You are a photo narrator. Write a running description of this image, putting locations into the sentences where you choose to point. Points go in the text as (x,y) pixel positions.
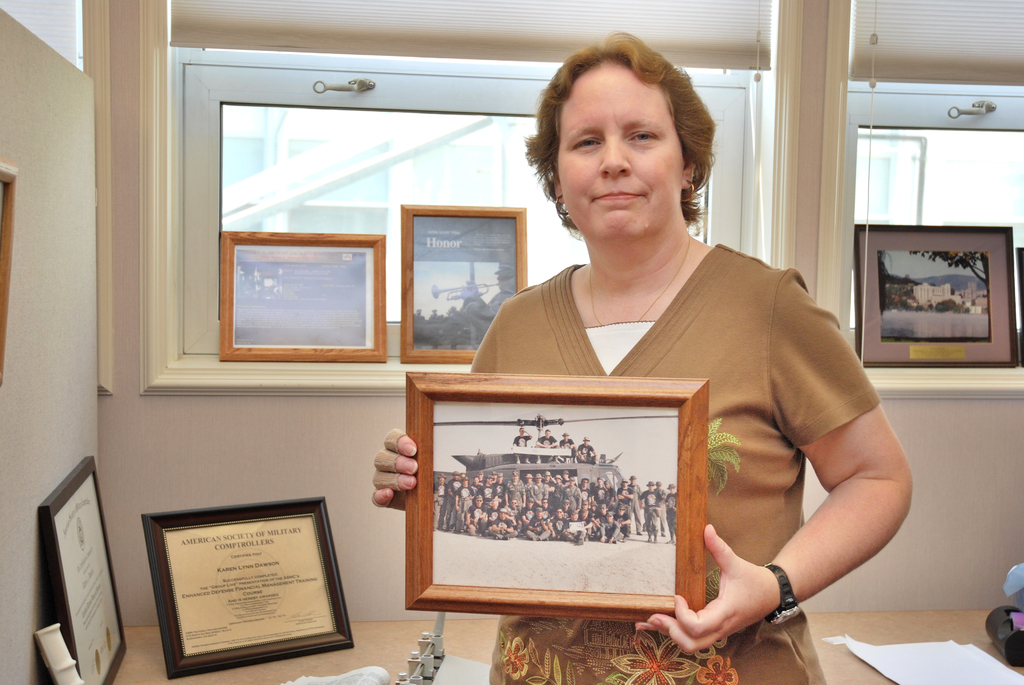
In the image we can see a woman (783,419) standing, wearing clothes (768,521), wrist watch (787,593), neck chain (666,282), earring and she is holding the frame (492,532) in her hand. Here we can see the paper (922,642) and there are many frames (274,335) around. Here we can see the window (284,157) and window blinds (392,29).
